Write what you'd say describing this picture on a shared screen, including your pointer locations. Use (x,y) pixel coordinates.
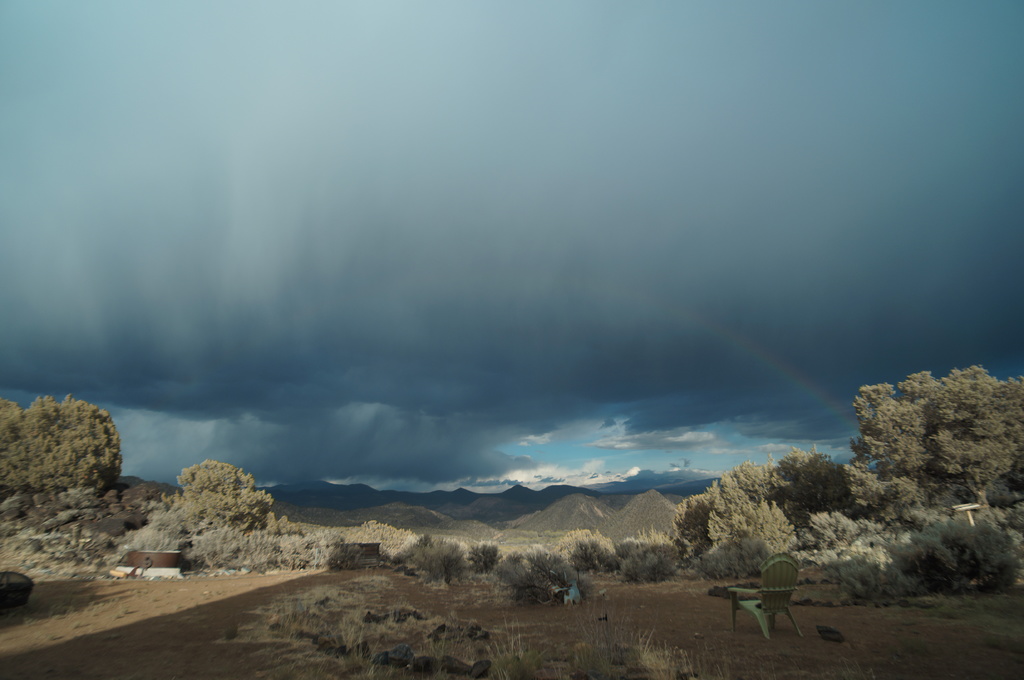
In this image there are trees (69,422), hills (579,501) and sky (502,213). At the bottom (774,609) we can see a chair (758,614).
